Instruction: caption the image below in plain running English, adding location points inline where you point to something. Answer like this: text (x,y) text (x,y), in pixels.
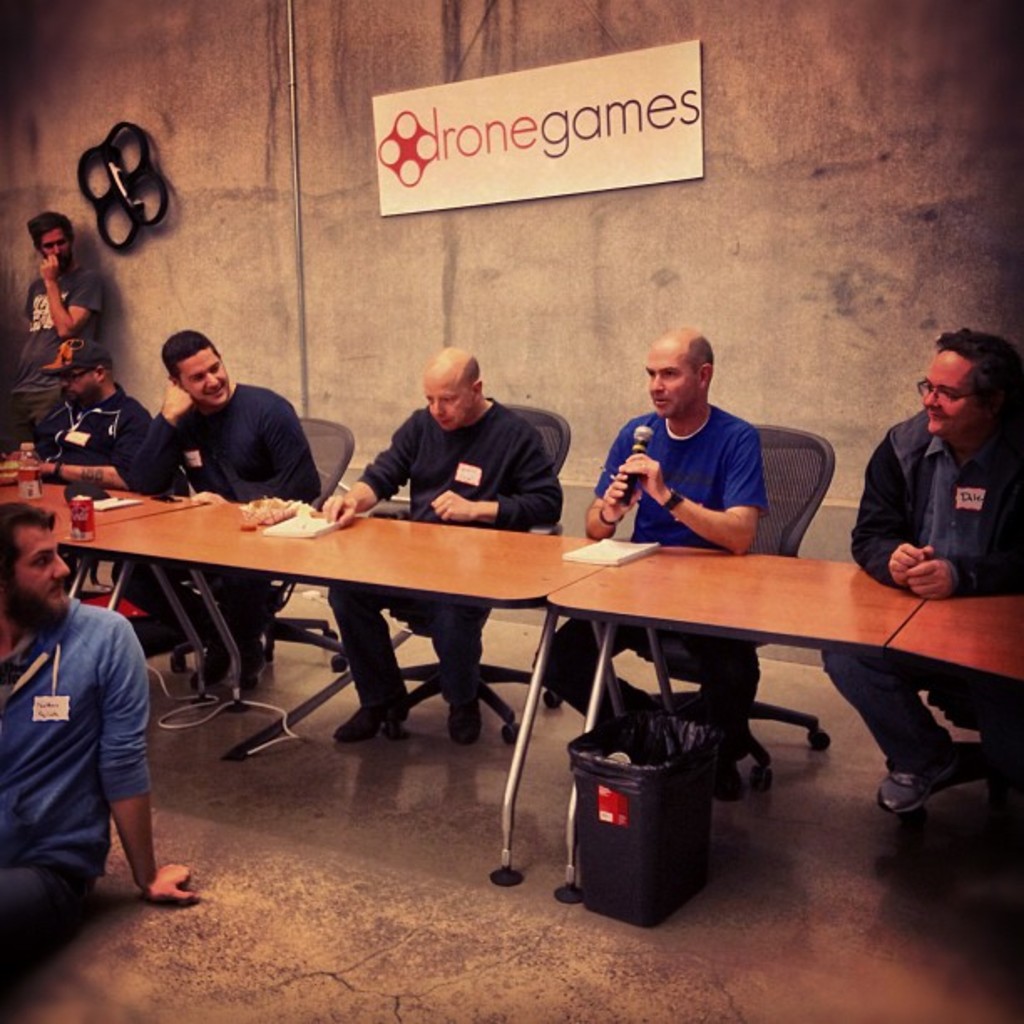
In this image there are some tables (960,657) on which books (286,527) are kept and some people (647,507) sitting on the chairs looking at each other. And a man (86,698) sitting on the ground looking behind him and in the background (638,237) there is a wall (249,207) which is in brown color and on that wall (878,172) it is written as dronegames.
